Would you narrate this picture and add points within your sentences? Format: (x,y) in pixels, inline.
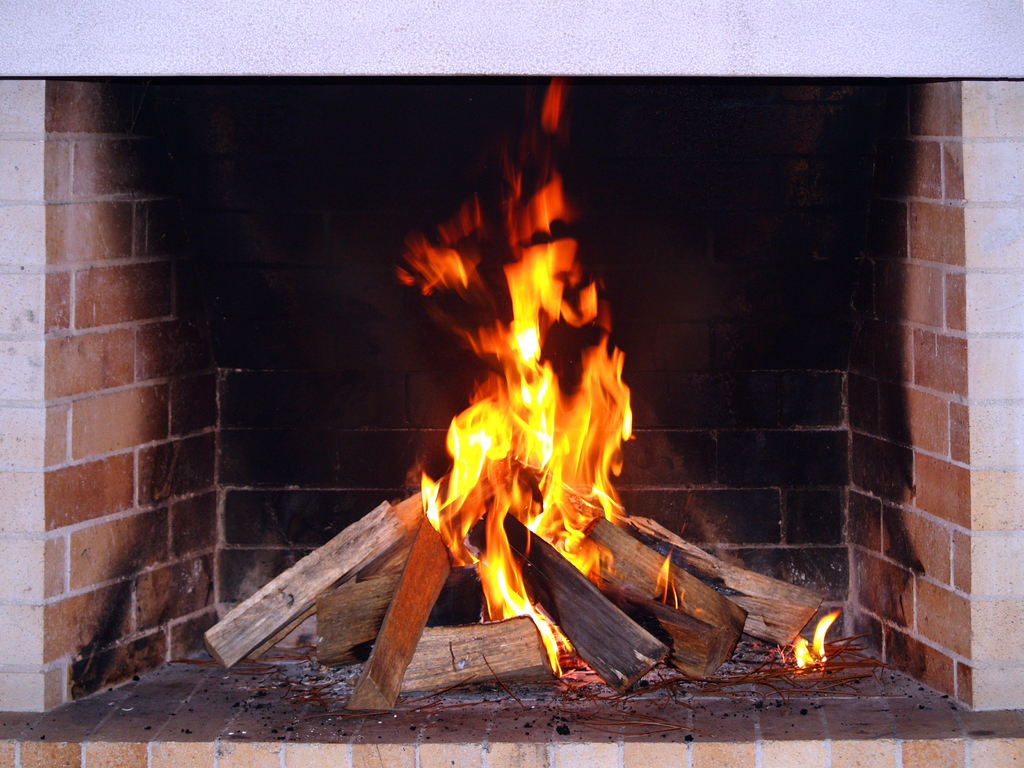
In this image I see the fireplace (666,292) over here and I see the white wall (426,34) over here.
